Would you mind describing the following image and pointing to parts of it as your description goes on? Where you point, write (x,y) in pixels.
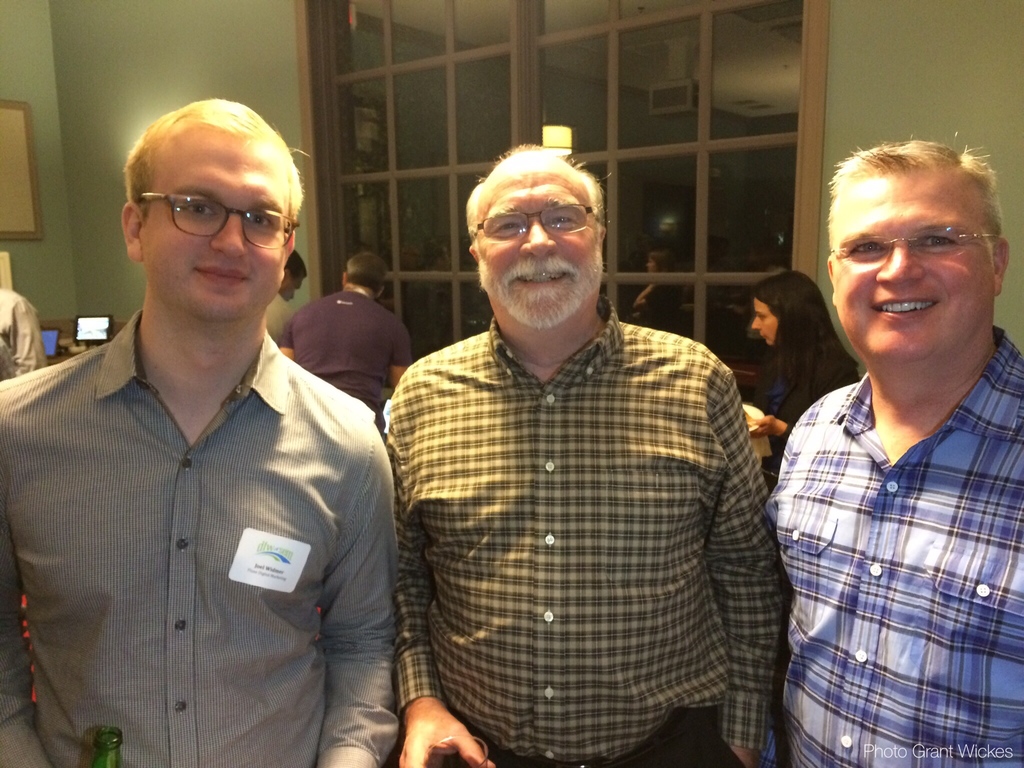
In this image we can see people (656,624) standing on the floor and some of them are smiling. In the background (97,335) we can see desktops (83,335).
